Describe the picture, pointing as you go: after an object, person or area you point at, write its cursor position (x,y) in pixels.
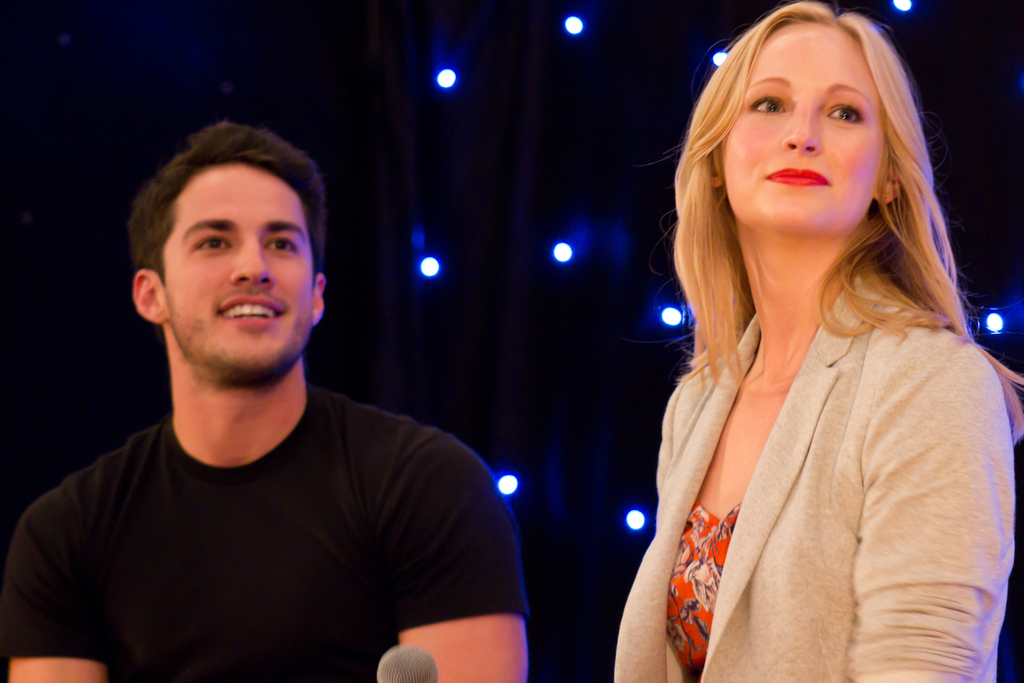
In this image we can see a man (249,540) wearing black color T-shirt (370,543) and a woman (728,524) wearing orange color dress (698,587) with cream color coat (757,568), in the background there are some lights (637,522).
